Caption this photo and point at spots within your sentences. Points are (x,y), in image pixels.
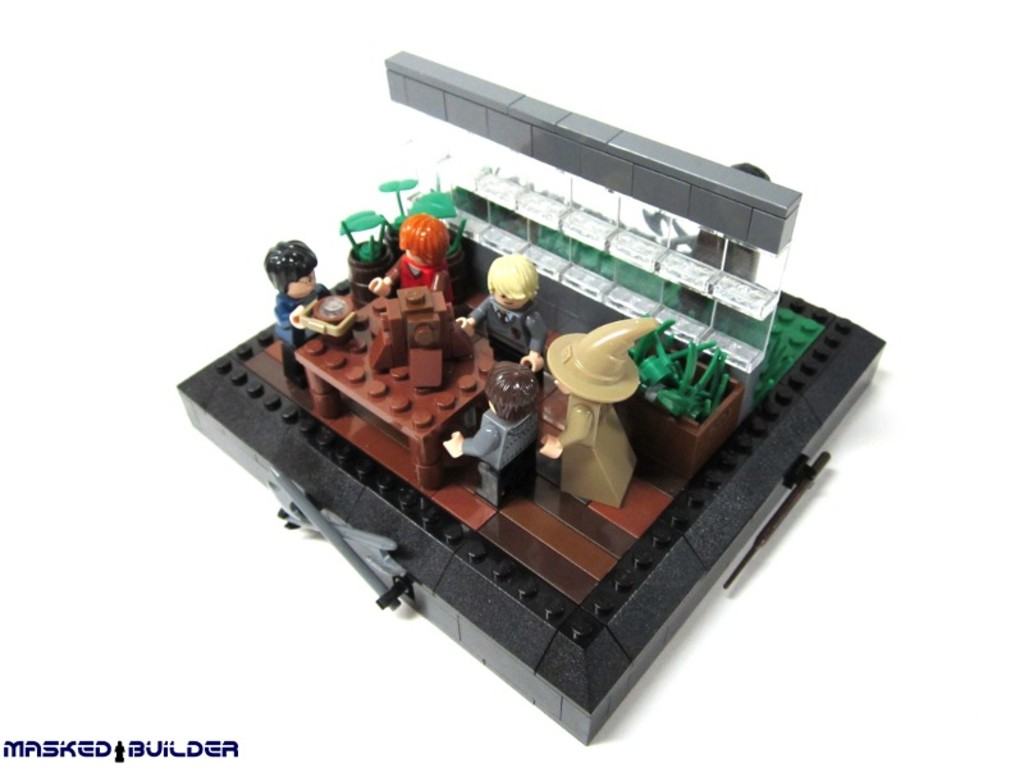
This picture shows a toy (347,395) made by a building blocks (483,532) and we see text (212,747) on the bottom left corner (148,750).
